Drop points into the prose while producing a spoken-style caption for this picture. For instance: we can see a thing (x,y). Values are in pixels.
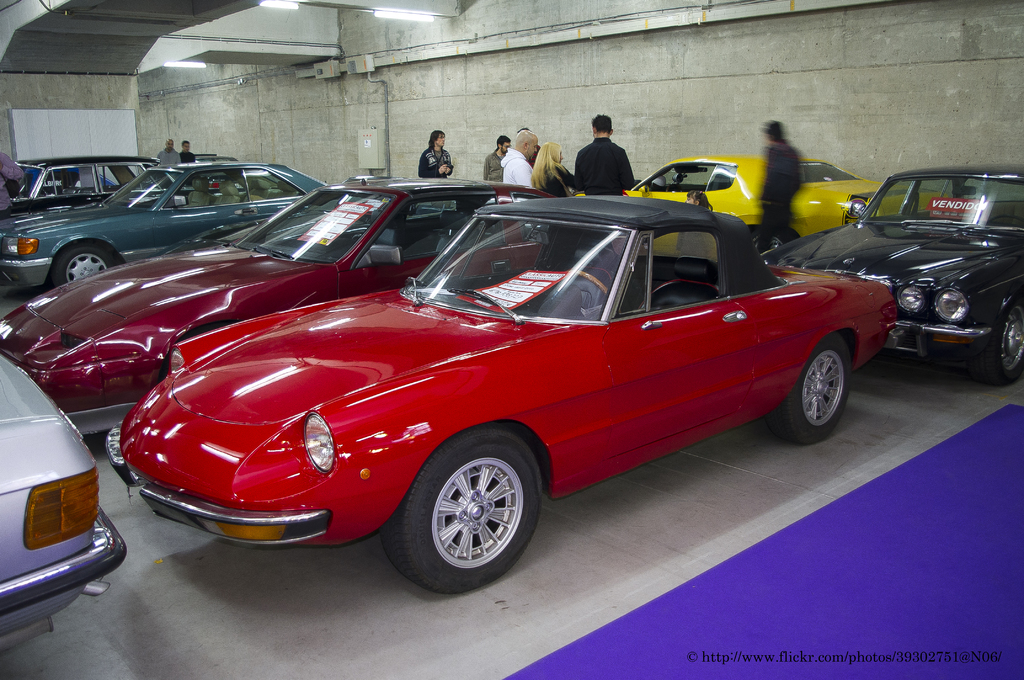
In this image, we can see some cars (239,342) and there are some people (569,178) standing and there is a wall (538,64).
